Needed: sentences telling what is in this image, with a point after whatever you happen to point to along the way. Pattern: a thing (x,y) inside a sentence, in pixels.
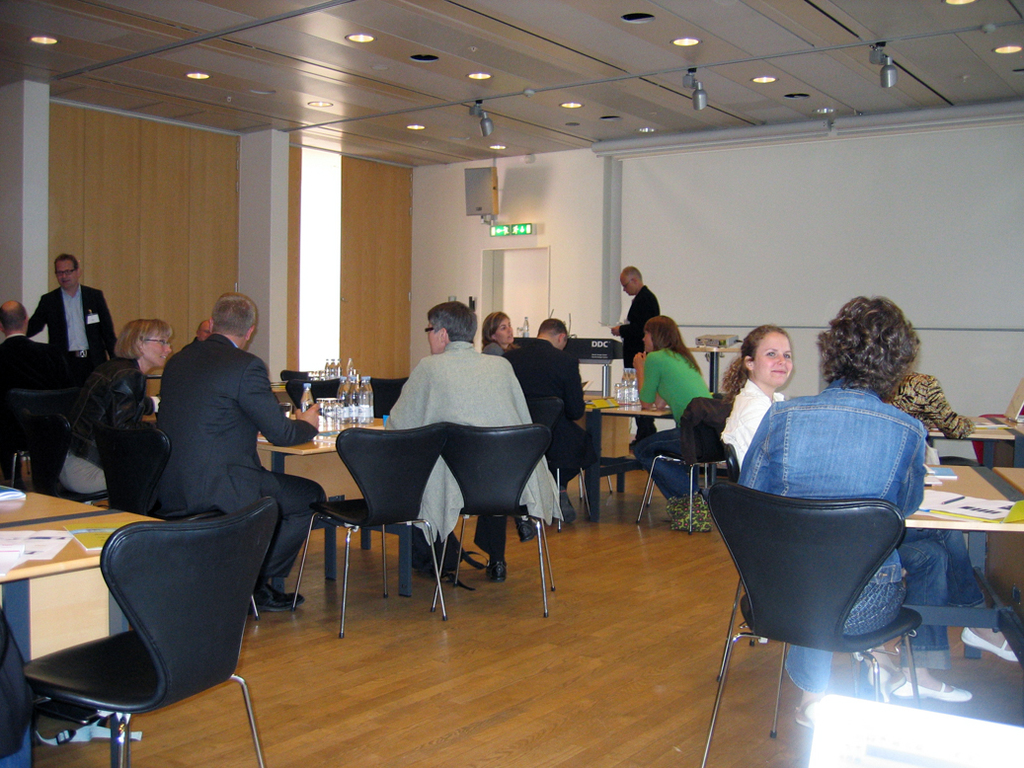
In this picture there is a group of people (117,380) sitting and they have a table (958,492) in front of them with some papers (999,502) and water bottles (363,404).
